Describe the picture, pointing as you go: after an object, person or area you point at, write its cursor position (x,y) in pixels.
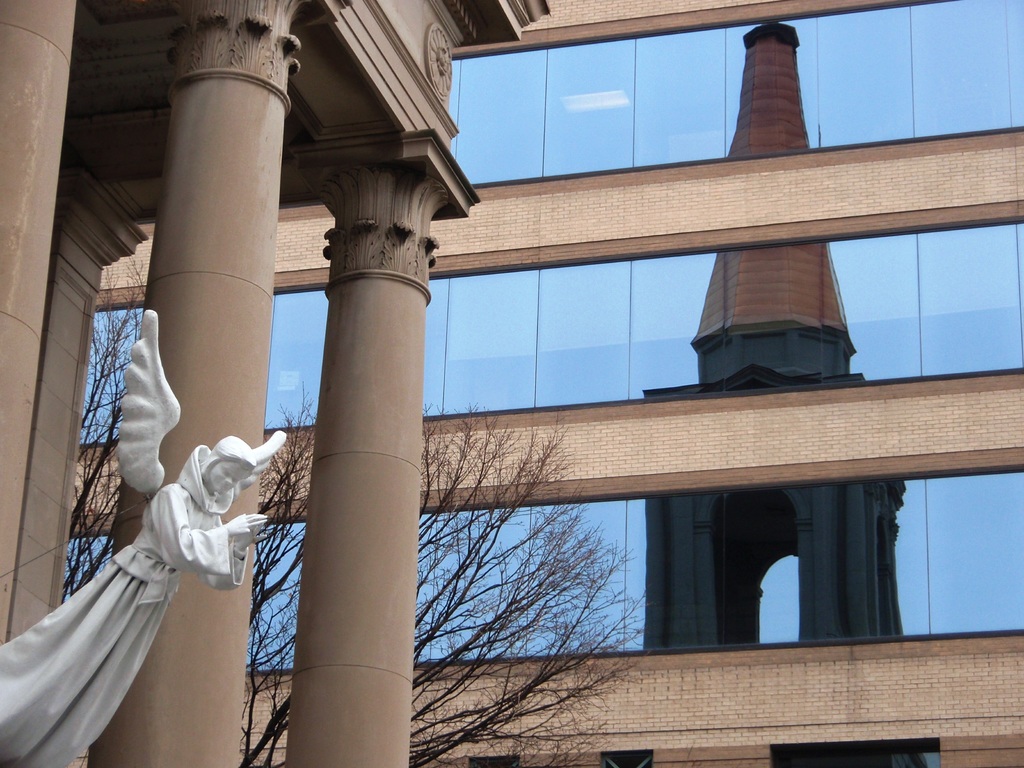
In this picture there are three brown pillars (263,419) and a marble statue (231,527). Behind there is a glass building (626,437) with some brown bricks (602,458) and on the front (469,714) bottom side there is a dry trees (549,677).
